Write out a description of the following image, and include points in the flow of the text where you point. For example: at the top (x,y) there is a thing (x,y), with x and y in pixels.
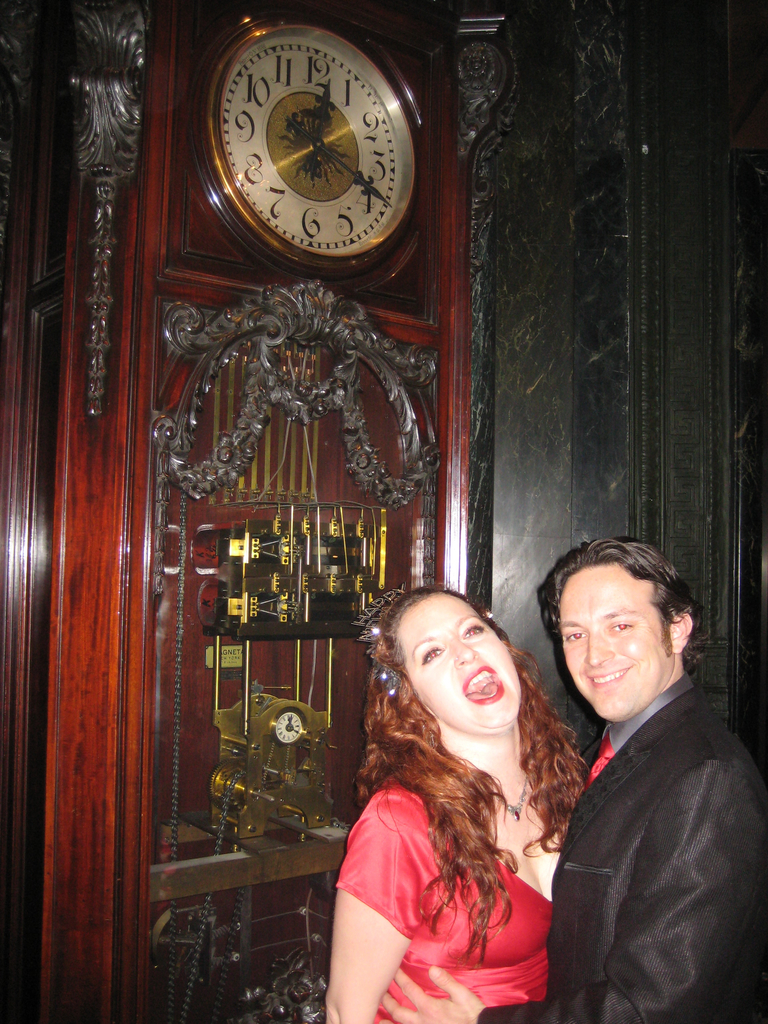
In this image there is a couple (607,796) standing with a smile on their face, behind them there is a clock (363,294) and a wall (497,309).
